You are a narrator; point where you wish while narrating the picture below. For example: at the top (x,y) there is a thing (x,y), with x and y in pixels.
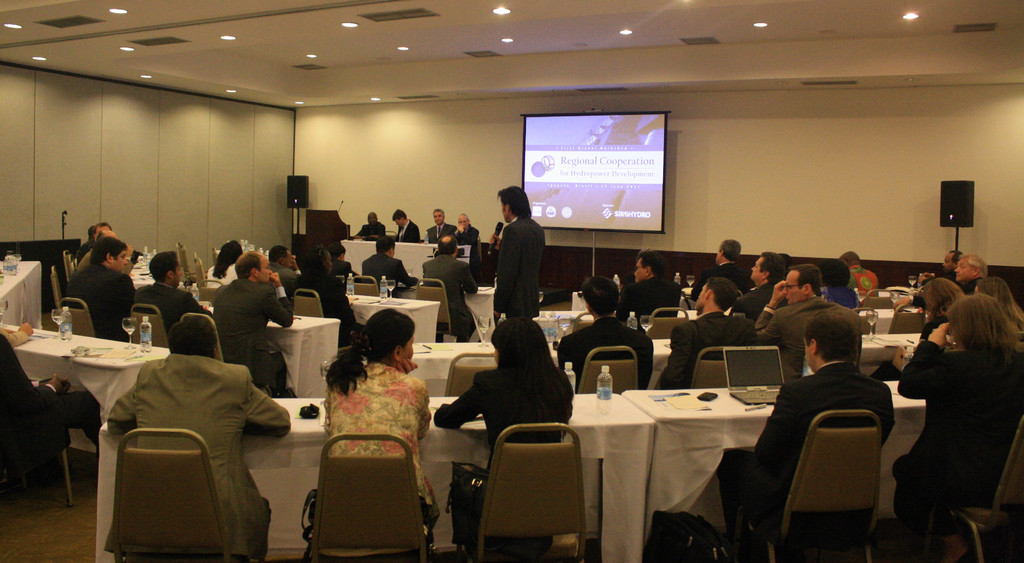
In the middle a man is standing and speaking in the microphone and there are few people (27,336) are sitting on the chairs (325,478) and listening to him there are water glasses (61,316) and bottles (71,329) on the tables (321,345) and in the middle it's a projector screen (528,119) there are speakers (301,198) on either side of the screen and there are lights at the roof (495,55).
